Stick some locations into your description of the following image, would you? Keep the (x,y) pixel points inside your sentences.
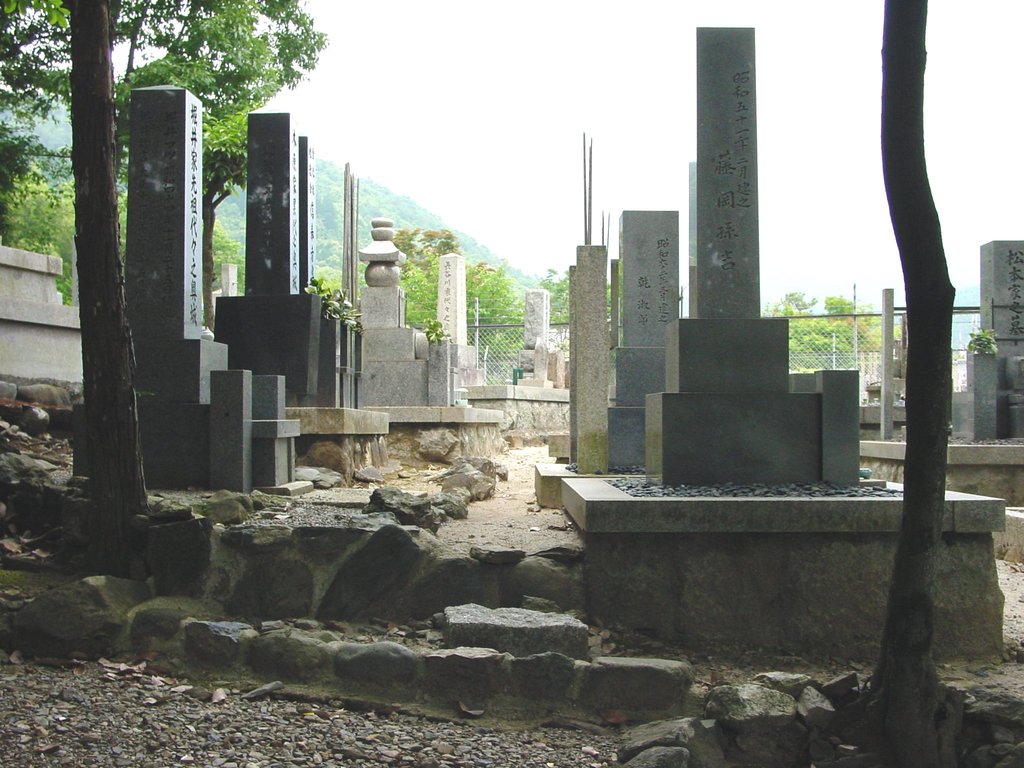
In this picture there are headstones (644,369) in the center of the image (410,309) and there are trees (33,242) in the background area of the image (221,246).
